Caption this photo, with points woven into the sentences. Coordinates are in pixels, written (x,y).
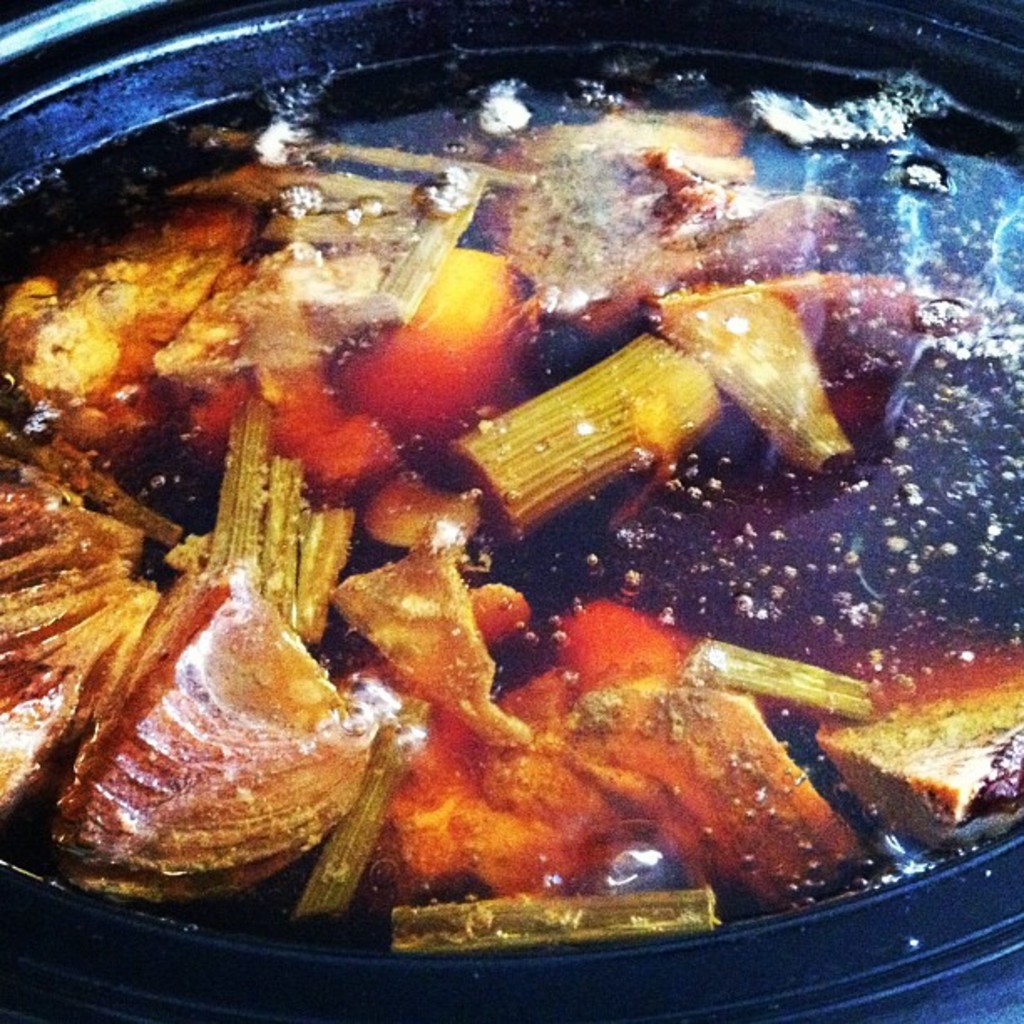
In this picture I can see a food item (480,327) in a black pot (901,989).
